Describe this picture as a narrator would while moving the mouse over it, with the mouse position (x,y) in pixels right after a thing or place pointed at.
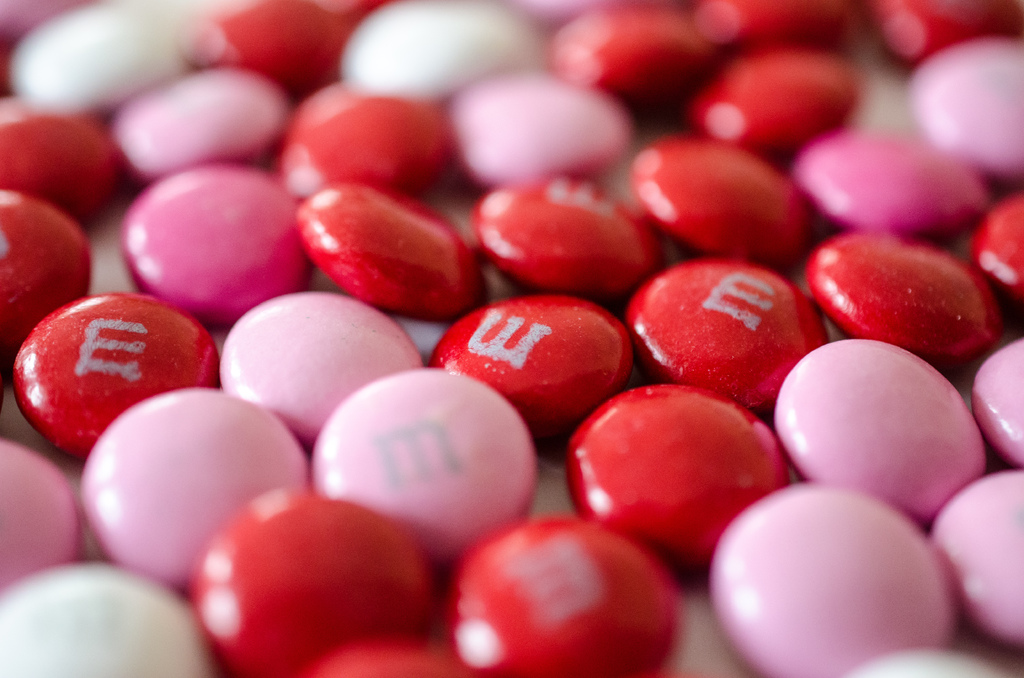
In this image I can see the candies (476,373) which are in red, pink and white color. On the red color candies (65,345) I can see the alphabet m (515,359) is written.
